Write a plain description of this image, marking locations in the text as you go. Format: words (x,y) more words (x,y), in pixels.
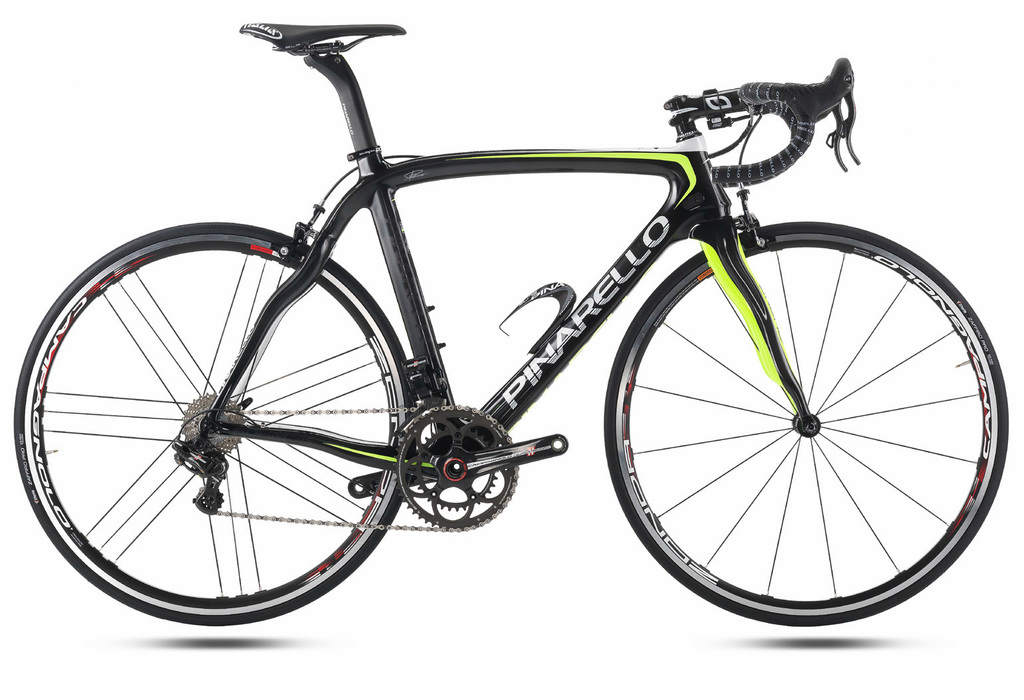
There is a picture of a bicycle (426,322) as we can see in the middle of this image (429,376).
